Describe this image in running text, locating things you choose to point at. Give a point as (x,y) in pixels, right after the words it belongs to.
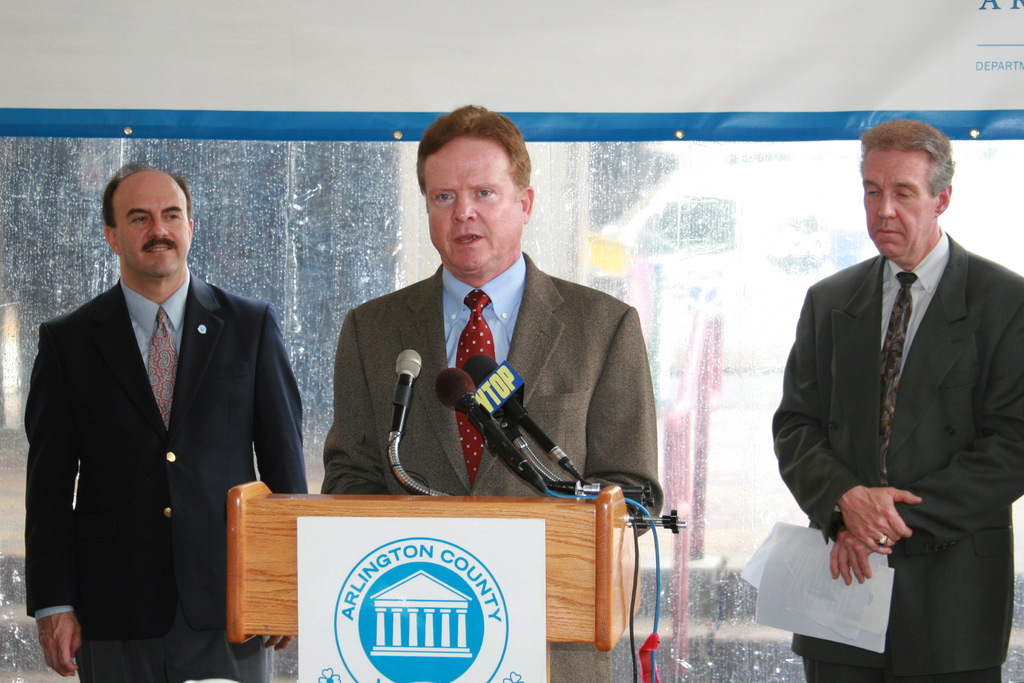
In the image there is a man (391,301) in grey suit (415,332) standing in the middle (438,333), talking on mic (486,434), behind there are two men (148,417) standing in suits (141,394) on either side, followed by glass window (632,207) behind them.
